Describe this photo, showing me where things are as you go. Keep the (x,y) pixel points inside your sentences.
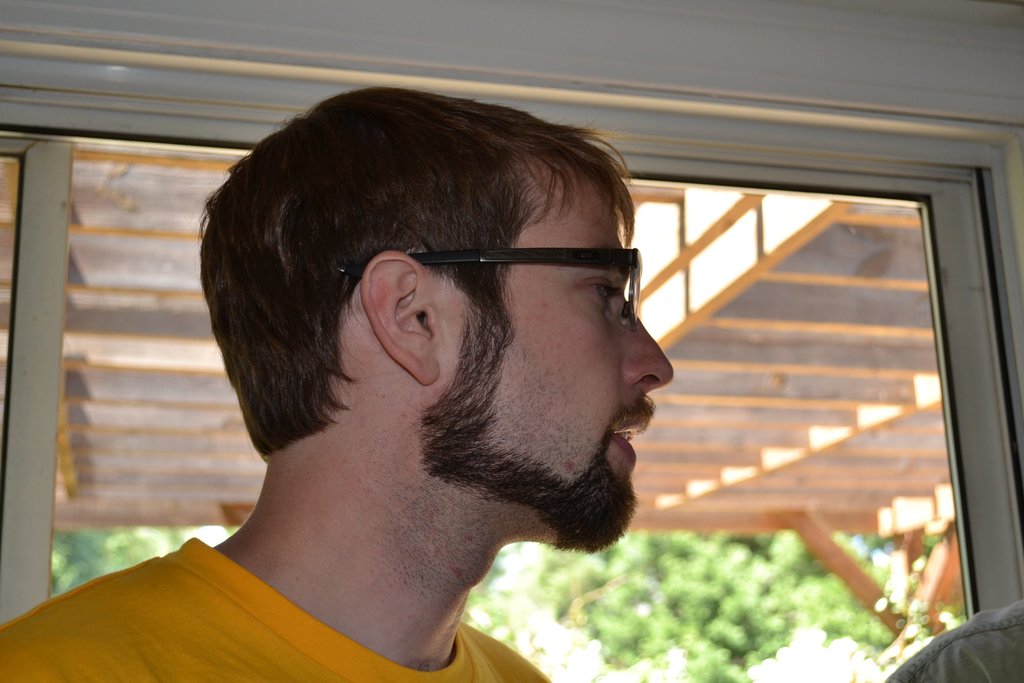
In this image there is a man (487,394) towards the bottom of the image (391,535), he is wearing spectacles (616,253), he is wearing a T-shirt (254,638), there is a window (53,220) towards the left of the image (22,415), there is wall (428,50) towards the top of the image (794,31), there is a wooden roof (797,341), there is the sky (702,286), there are trees (701,609).
